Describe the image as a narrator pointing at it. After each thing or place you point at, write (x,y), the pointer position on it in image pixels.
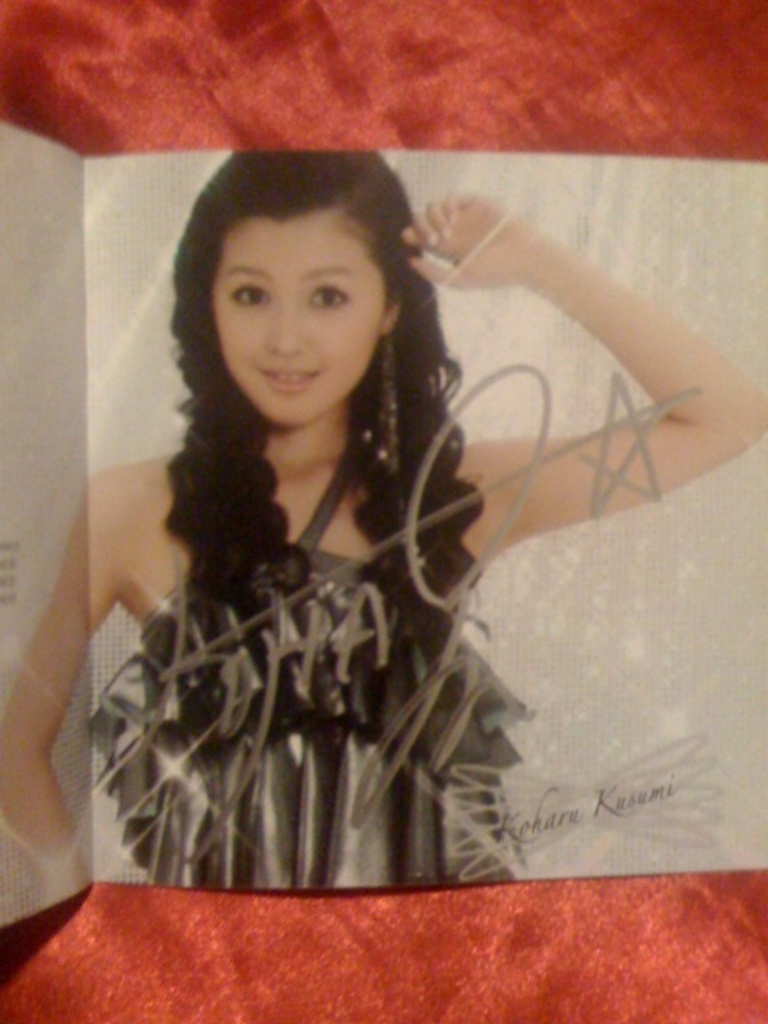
In this picture I can see there is a woman (247,460), she is standing and smiling. She is wearing a black dress (362,722) and there is a white backdrop (656,729) and the book (3,808) is placed on the red surface (190,51).
